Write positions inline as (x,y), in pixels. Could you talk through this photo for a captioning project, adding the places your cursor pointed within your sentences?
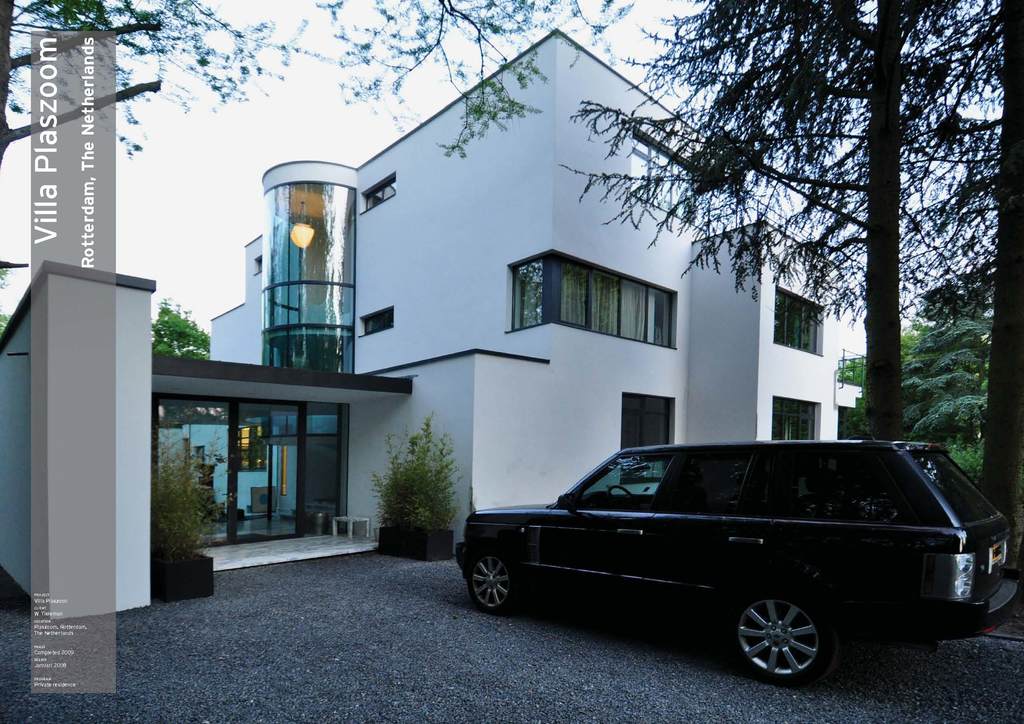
In this image we can see a building (460,323) with windows (601,294) and glass walls (262,441). Near to the building (273,472) we can see plants (213,495) in the boxes (416,535). Also there is a car (691,533). And there are trees (231,33). In the background (150,47) there is sky (277,29). Also there is text (94,105) on the left side (70,122).
